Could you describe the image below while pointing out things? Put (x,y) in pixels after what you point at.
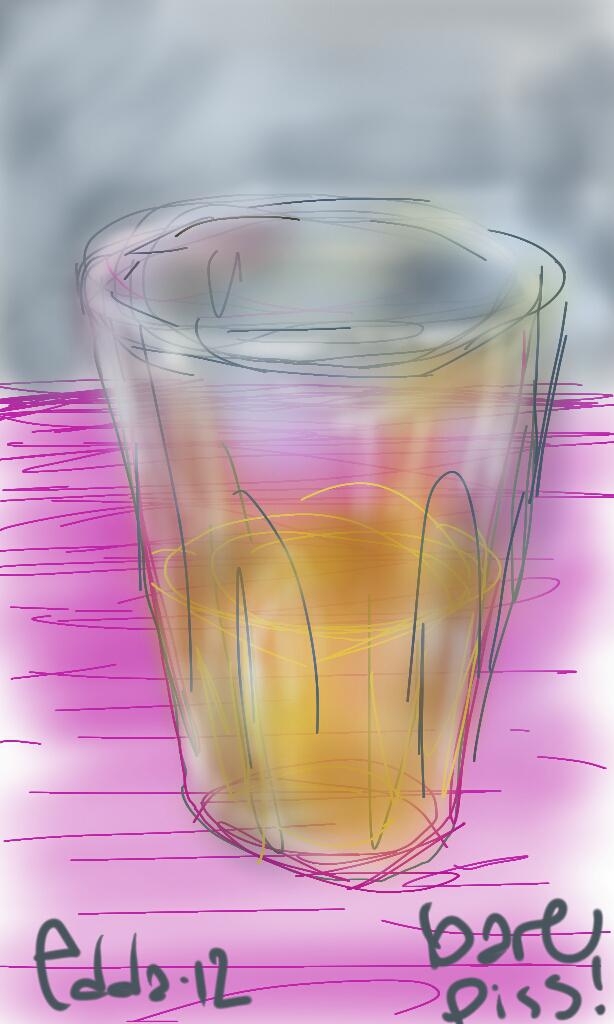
This image is a painting. In this painting we can see a glass (307,626).
